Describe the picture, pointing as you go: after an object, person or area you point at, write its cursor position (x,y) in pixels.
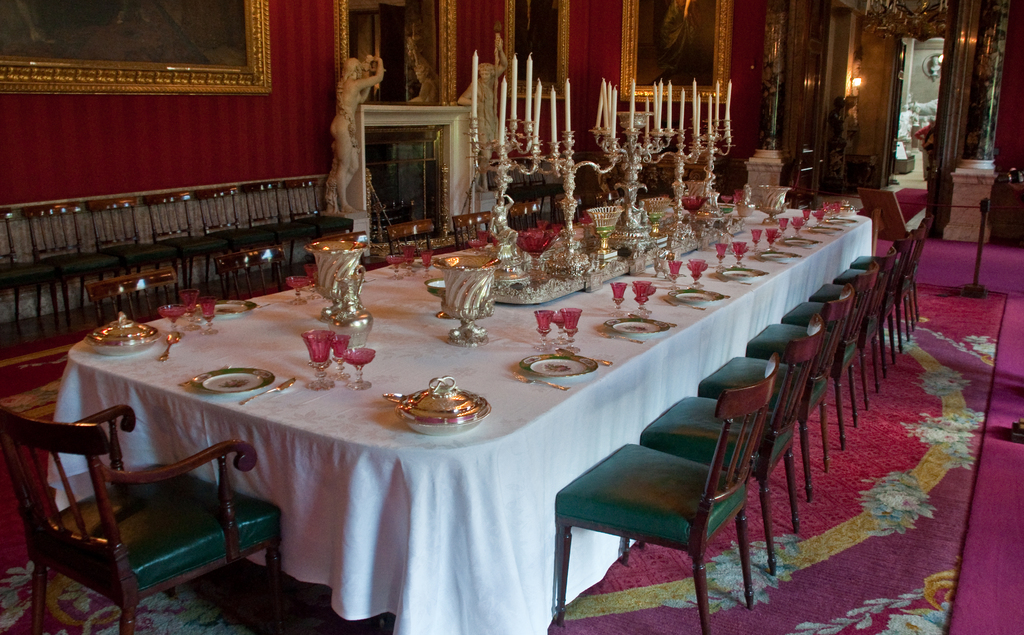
In this image there is a table (626,314) and we can see plates (556,368), knives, spoons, glasses (566,326), candles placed on the holders (705,216) and jugs (481,286) placed on the table (494,393). We can see chairs (671,421). In the background (657,18) there is a wall (154,103) and we can see frames (688,69) placed on the wall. There is a door (826,35) and we can see a light (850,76). At the bottom (847,542) there is a carpet (594,590).
